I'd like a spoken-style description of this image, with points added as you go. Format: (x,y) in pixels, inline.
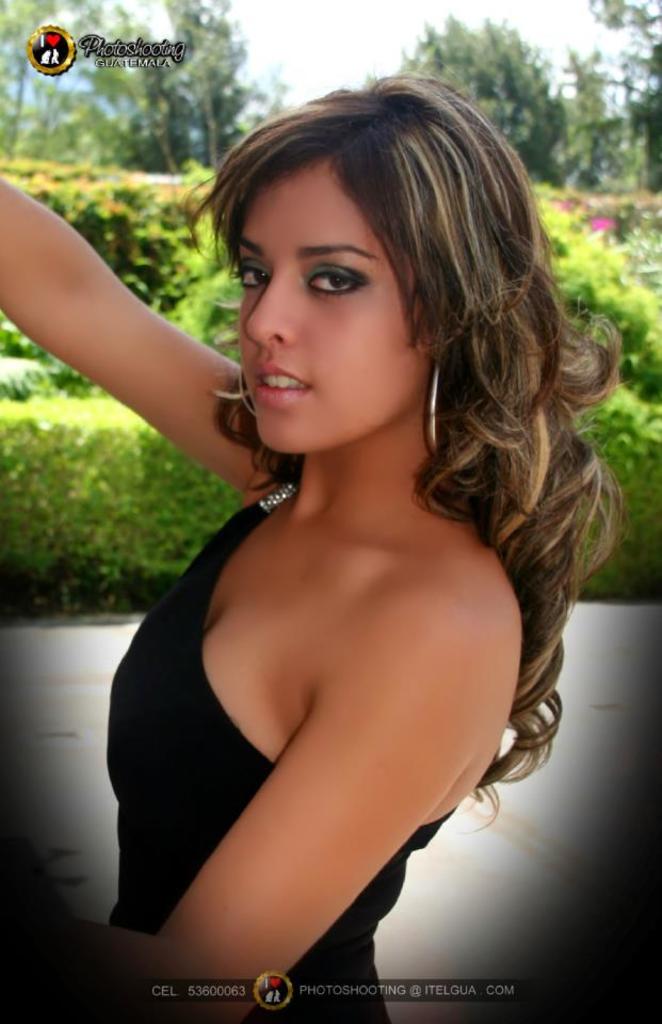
Here we can see a woman (456,681). In the background (654,576) we can see plants (621,560), trees (519,62), and sky (366,38).
